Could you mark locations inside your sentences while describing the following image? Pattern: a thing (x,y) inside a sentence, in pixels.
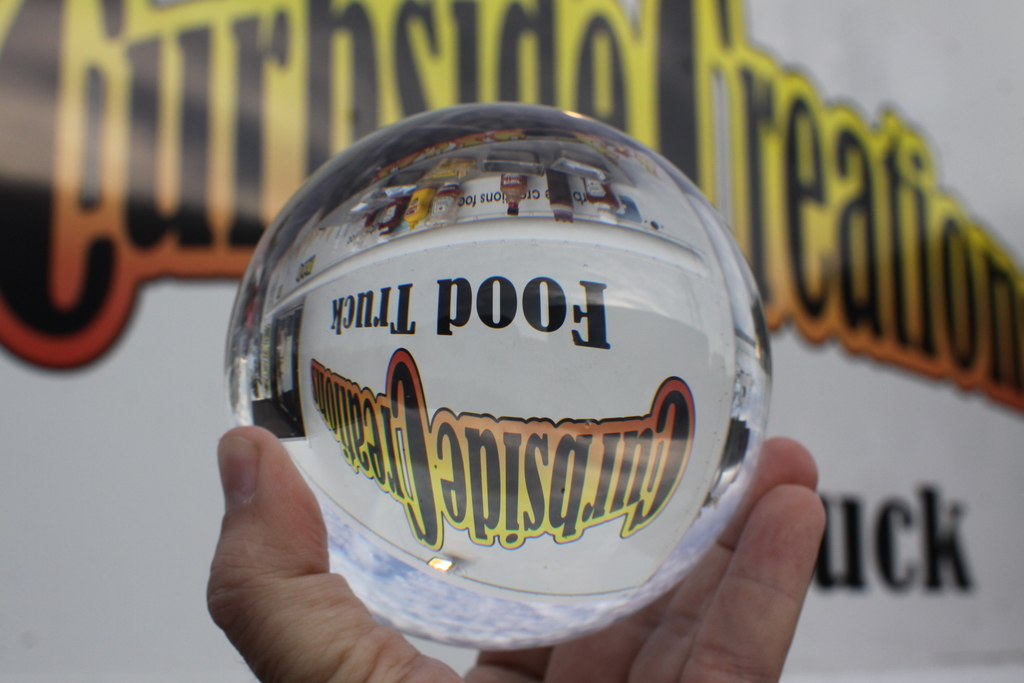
In the front of the image (762,498) I can see person's fingers (529,682) and glass ball (350,430). In the background of the image (265,53) it is blurry. I can see a board (863,624). On the glass ball (387,571) there is a reflection (552,356) of bottles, board (422,299) and things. Something is written on the boards (448,327).
